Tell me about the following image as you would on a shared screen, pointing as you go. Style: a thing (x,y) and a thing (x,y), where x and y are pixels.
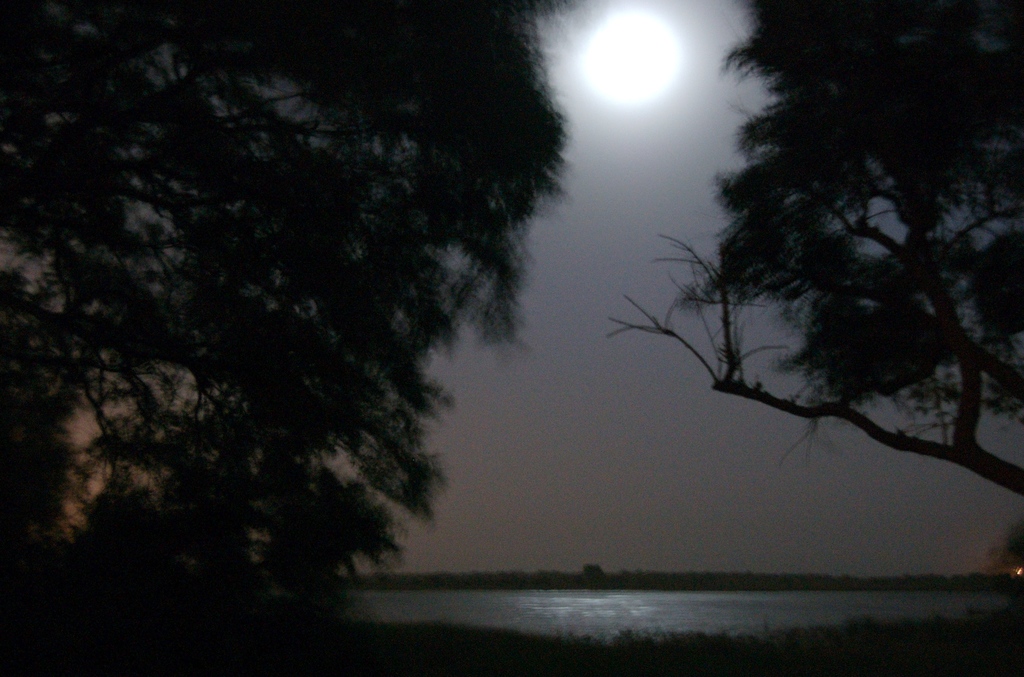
This picture is clicked outside city. In the foreground (651,596) we can see a water body (651,596). In the background (651,63) there is a moon (641,45) in the sky (650,187) and we can see the trees (407,331).
